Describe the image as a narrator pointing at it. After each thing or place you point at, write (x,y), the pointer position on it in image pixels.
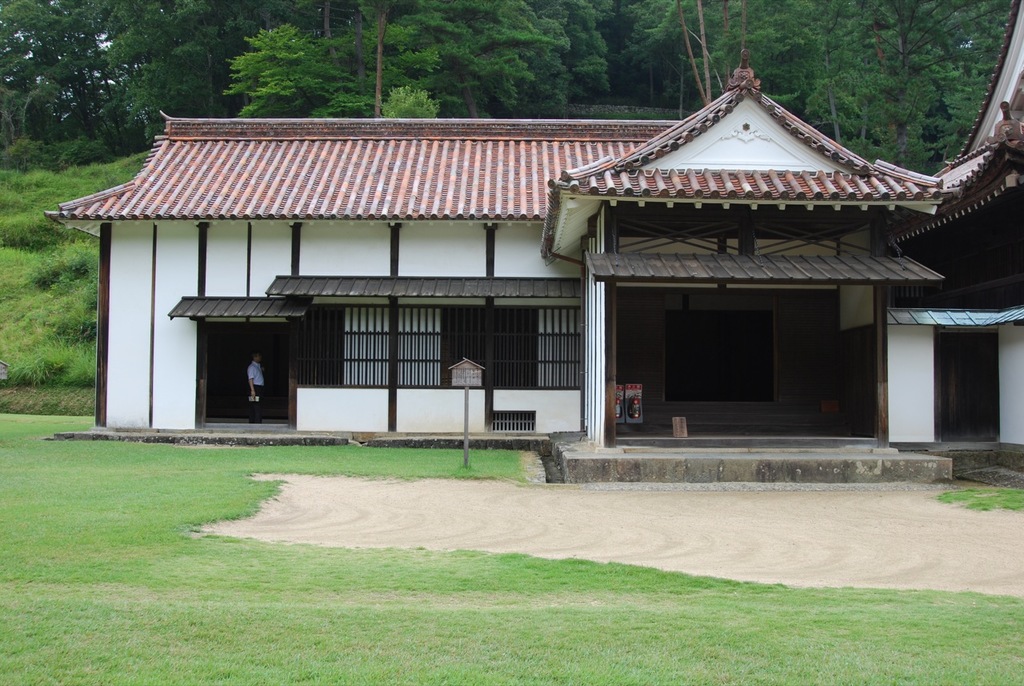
In this picture we can see a house (640,185), roof (586,141) and a man (261,394) is standing and holding a book (253,396). In the background of the image (239,30) we can see the trees (442,14), grass (89,312), plants (96,413), boards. At the bottom of the image (329,569) we can see the ground (76,492).
